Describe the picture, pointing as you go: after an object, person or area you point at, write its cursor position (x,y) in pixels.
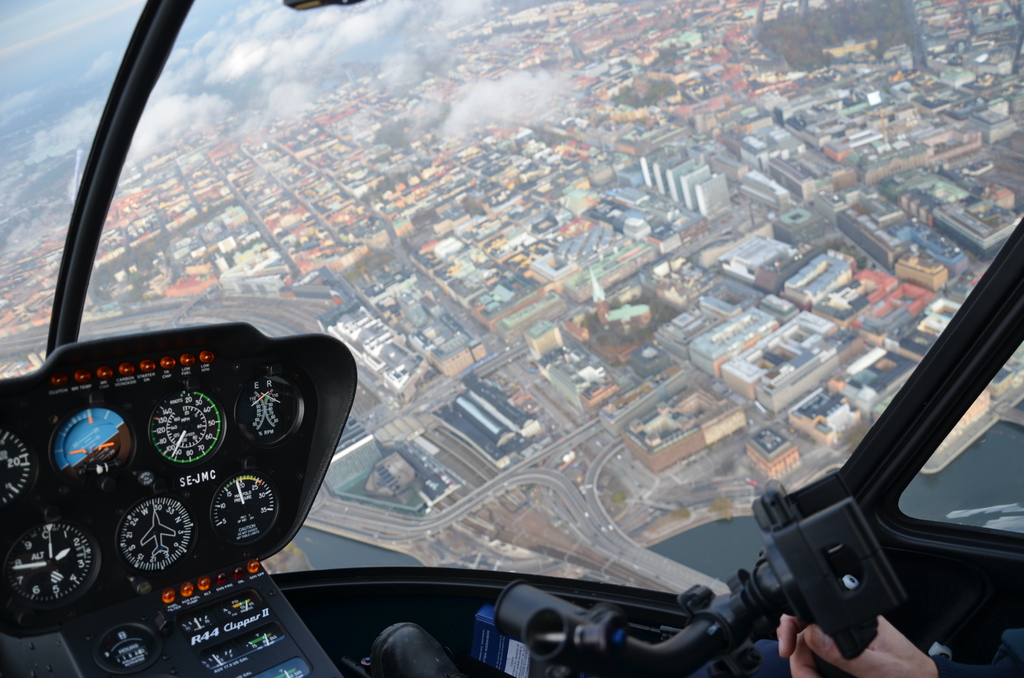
In the foreground of the image (489,597) we can see an inside view of a vehicle (932,439) with some dials (182,449), switches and a person (779,657). In the background (904,282), we can see a group of buildings (668,285), water (737,540), pathways (387,526) and the sky (186,78).
